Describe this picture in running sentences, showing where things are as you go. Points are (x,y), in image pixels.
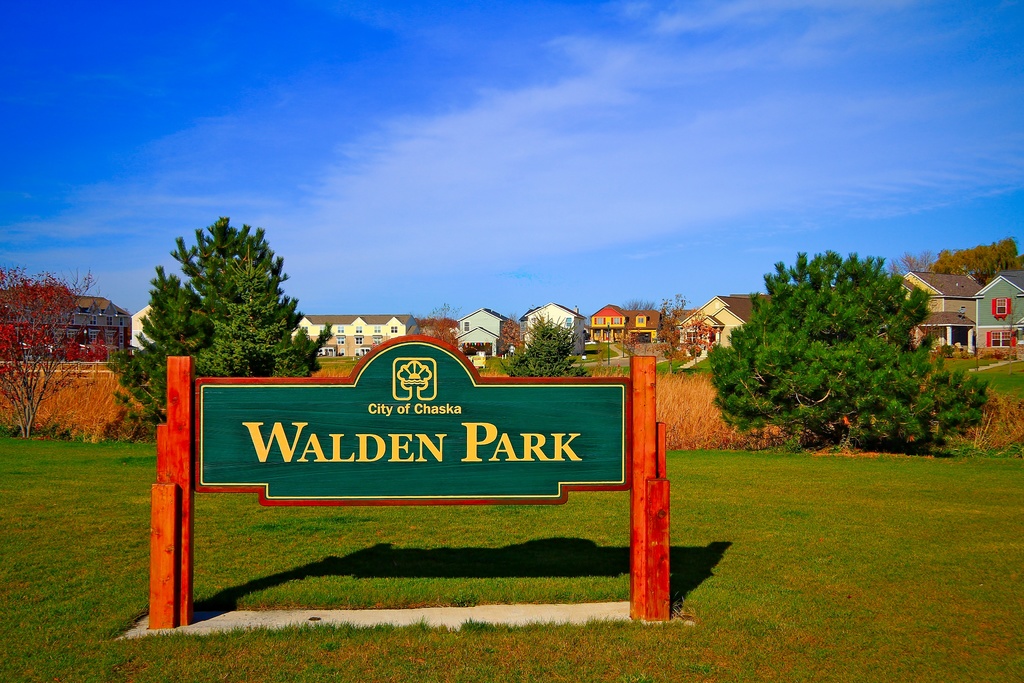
In this image there is a name board (524,398) in the middle of poles (657,560) on a grass (573,626), behind that there are trees (165,301), buildings (988,334) and clouds (832,132) in the sky (921,138).
